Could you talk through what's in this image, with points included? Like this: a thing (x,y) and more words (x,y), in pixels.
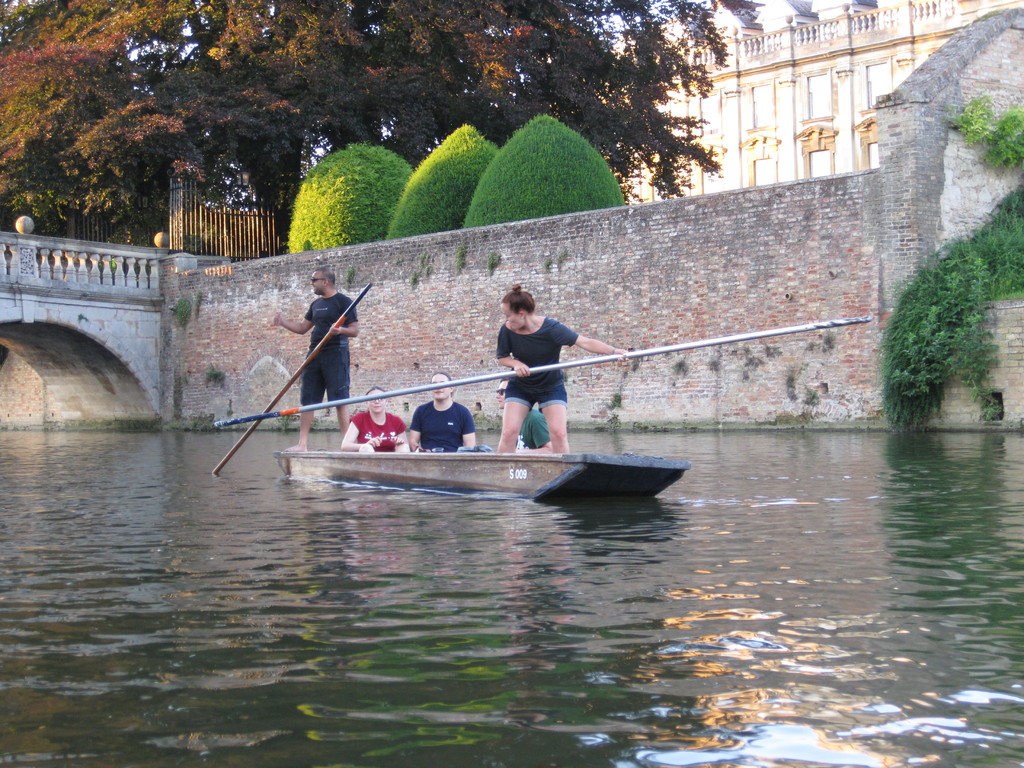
In the foreground of the picture (640,504) there is a water body (763,533). In the center of the picture (361,458) there is a boat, in the boat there are people (388,423), rowing. On the left (81,284) there is a bridge (154,276). In the background (334,99) there are trees (417,180), building (739,137), gate (244,209), creepers (933,282), wall (691,197) and other objects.
